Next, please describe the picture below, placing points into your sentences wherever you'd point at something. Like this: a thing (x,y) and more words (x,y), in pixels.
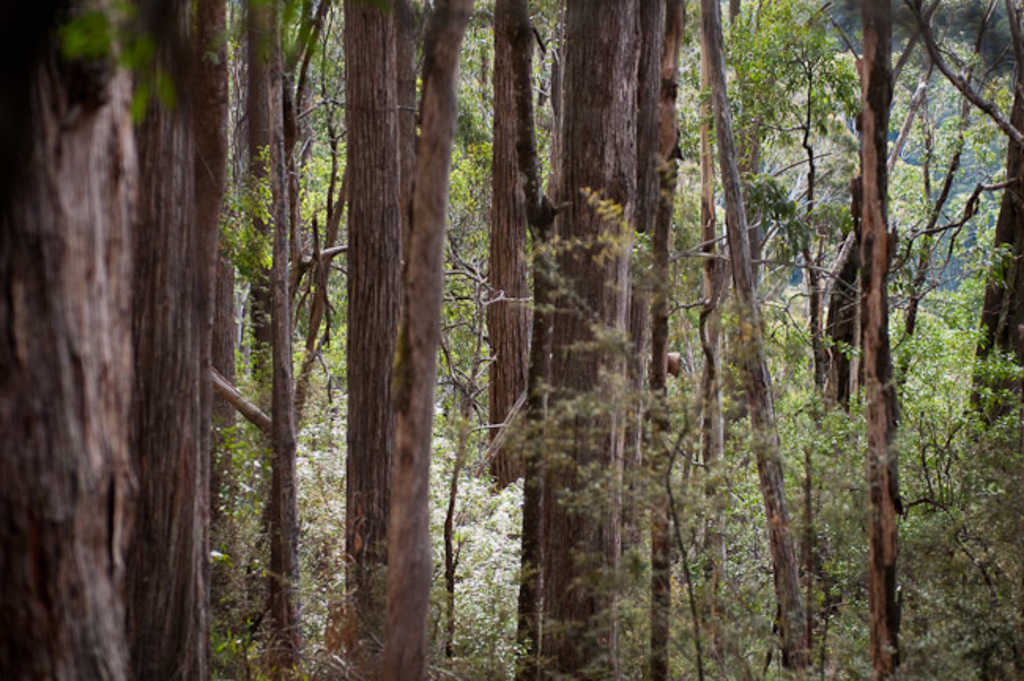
In the picture I can see trees (504,402) and plants (623,492).
